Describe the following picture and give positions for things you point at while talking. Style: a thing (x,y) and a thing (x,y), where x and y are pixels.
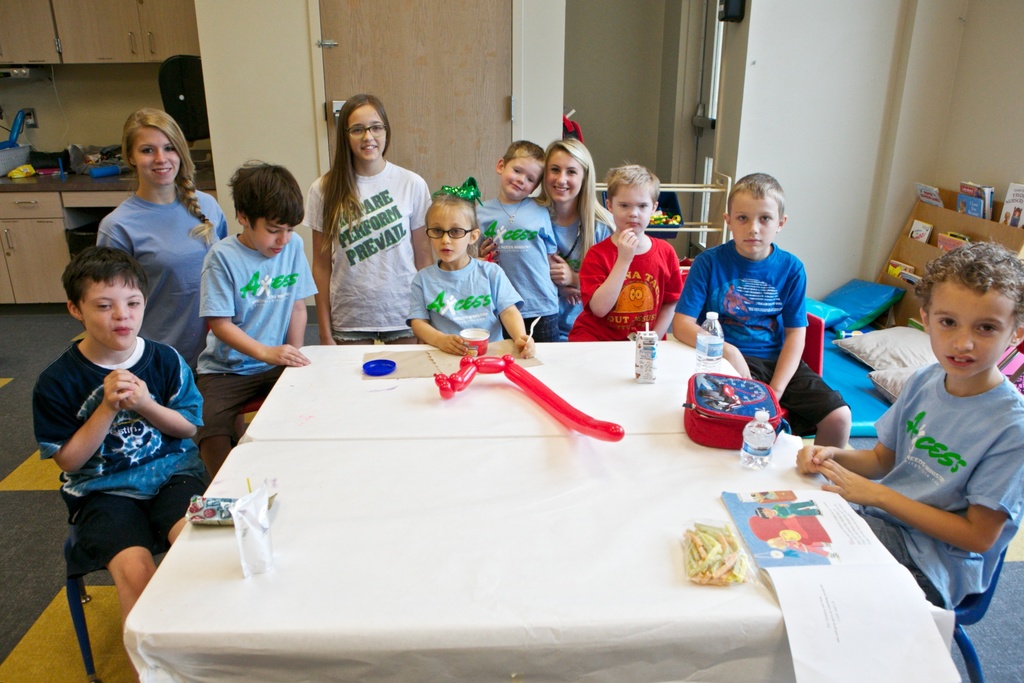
In this image I see number of children (476,184) and 3 women (160,244) over here and few of them are smiling. In the background (275,79) I see the cabinets (58,291), wall (300,38), door (732,50) and pillows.
